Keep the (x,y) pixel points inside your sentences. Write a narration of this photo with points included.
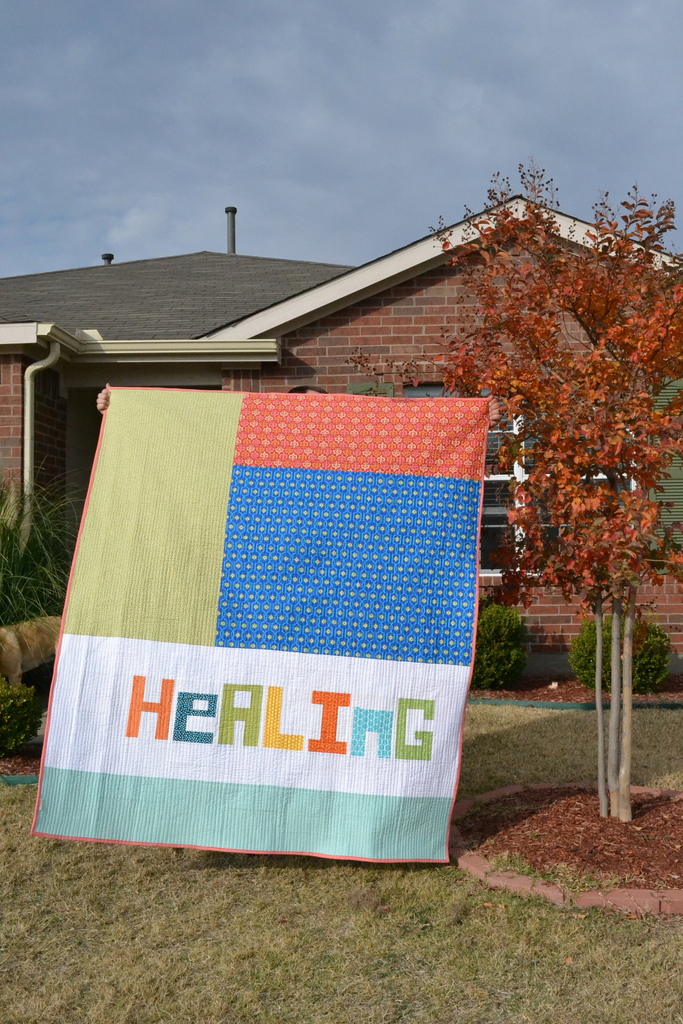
In this picture we can see a person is holding a mat (240,466), beside to the person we can see a tree (631,504), in the background (678,520) we can find a house (270,335) and clouds (361,191).
